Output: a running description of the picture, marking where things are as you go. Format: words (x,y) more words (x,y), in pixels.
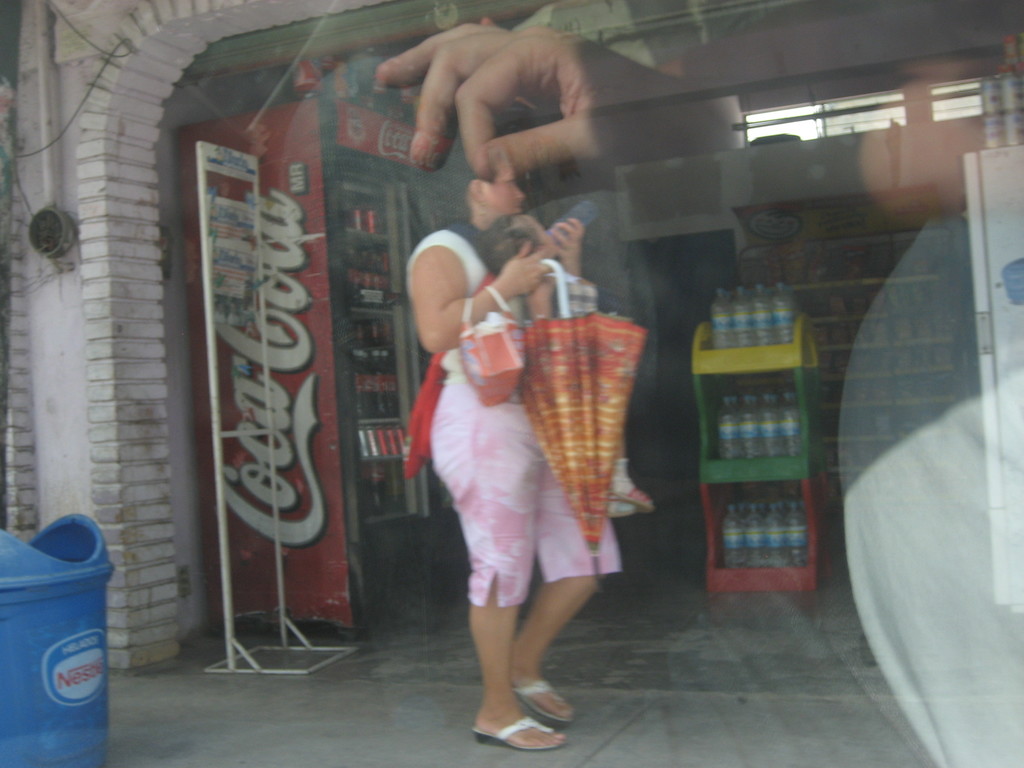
This image is taken outdoors. In the middle of the image (626,263) there is a glass (536,206). Through the glass (369,568) we can see there are a few bottles (752,421) on the shelves (752,351). There is a refrigerator (337,299) with a few bottles (372,371) in it. A woman (477,493) is standing on the floor (485,746) and she is holding an umbrella (564,288) in her hand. On the right side of the image (926,507) there is a person (953,618). On the left side of the image (82,557) there is a dustbin (77,684) on the floor (125,702) and there is a wall (62,283). There is a board (224,238) with a text (219,208) on it.
